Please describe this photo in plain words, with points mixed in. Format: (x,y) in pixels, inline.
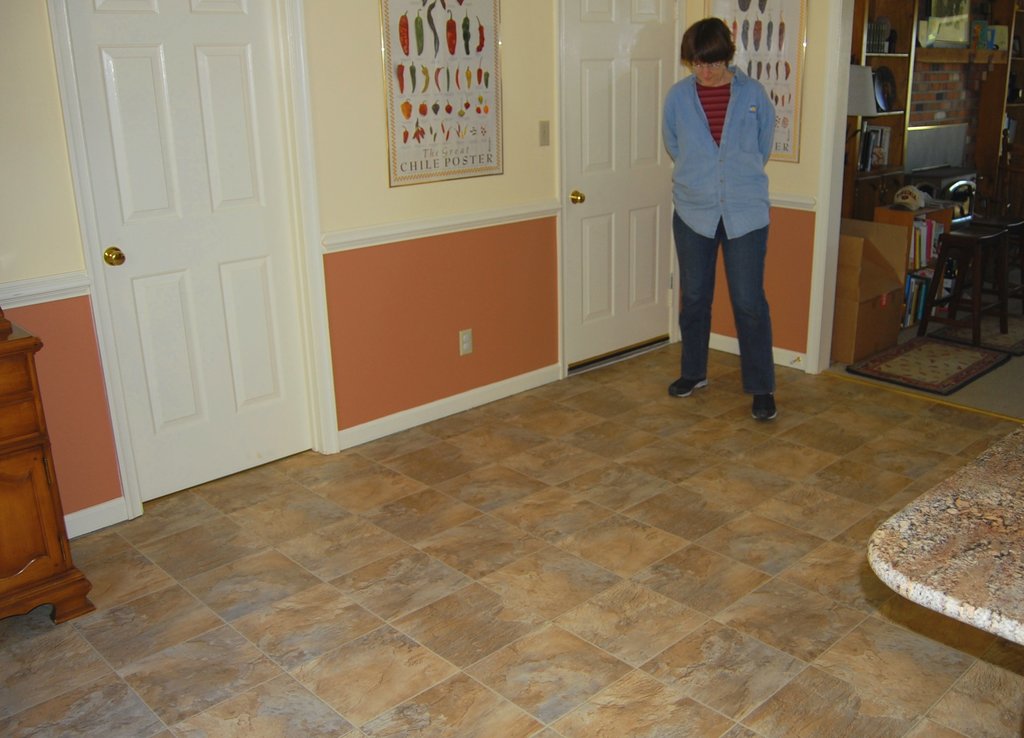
In this picture we can see a person (712,246) is standing on the floor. On the left side of the person (676,196) there are doors (158,222) and there are photo frames (420,102) attached to the wall (358,151). On the left side of the image (44,426), it looks like a wooden cupboard (20,473). On the right side of the image (976,251), there is a stool (979,272), cardboard box (846,334), carpet (926,350) and some objects (932,151).
